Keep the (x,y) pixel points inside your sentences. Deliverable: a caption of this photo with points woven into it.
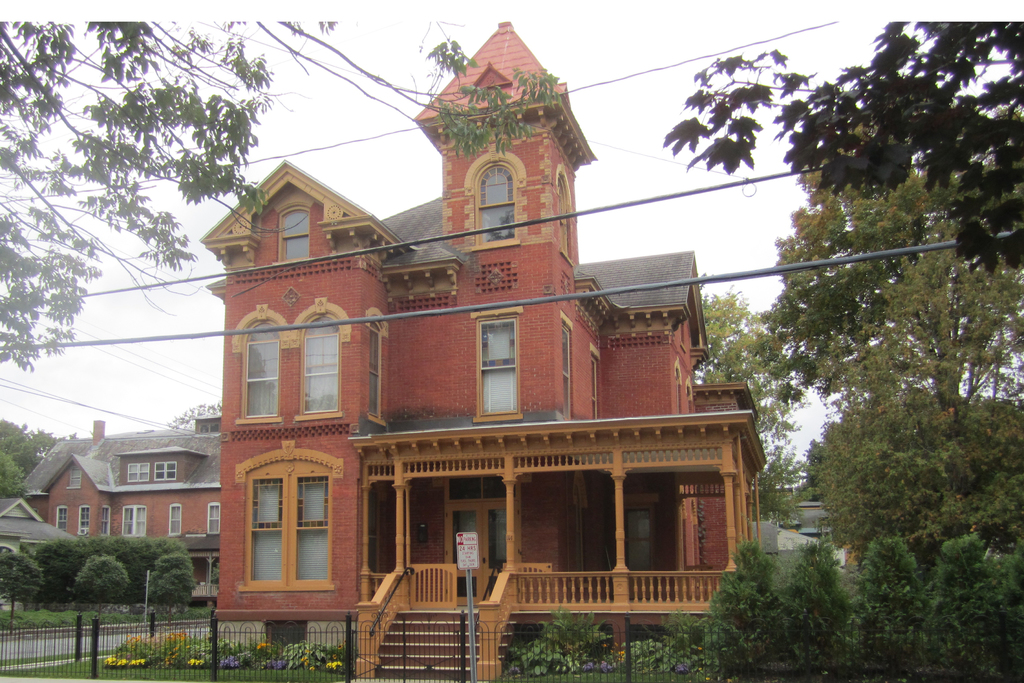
In this image we can see many buildings (217,502). In front of the buildings (275,638) we can see trees (176,604), plants (136,591), flowers (160,637) and fencing (278,625). On the right side (730,612), we can see a group of trees (875,370). At the top (679,102) we can see the sky (418,11). In the foreground (288,331) we can see the wires (308,325).
